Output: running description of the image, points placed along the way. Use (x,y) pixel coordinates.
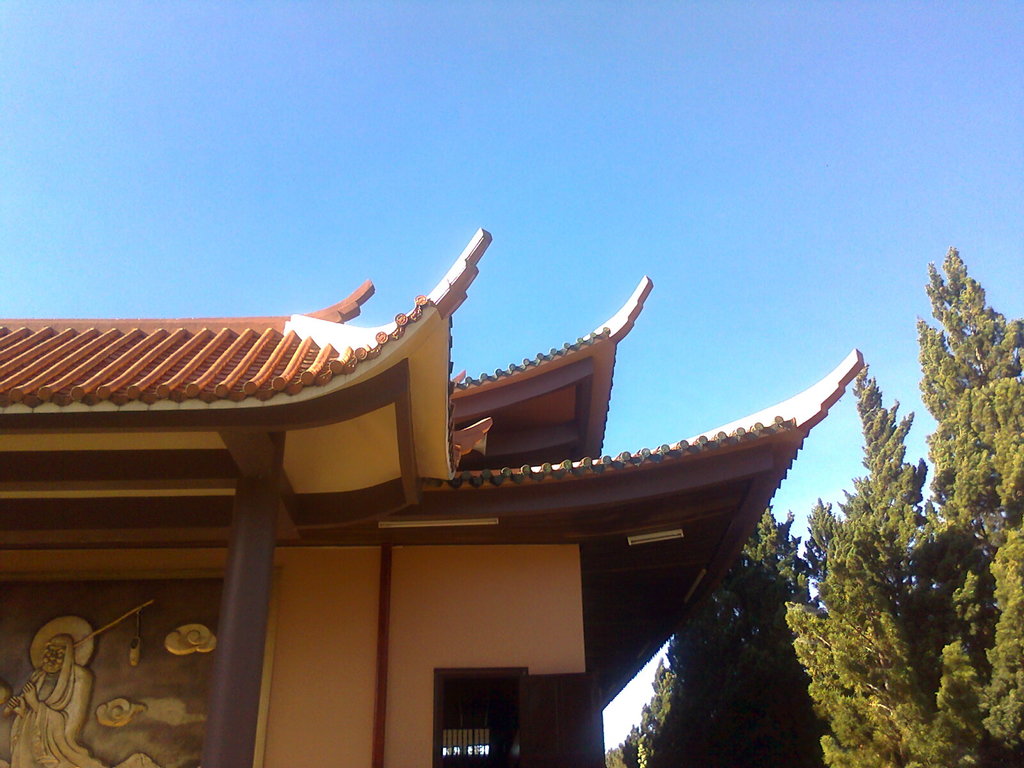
On the left side (270,496) it looks like a house (540,669), on the right side (919,677) there are trees (970,717). At the top (434,169) it is the blue color sky (475,157).
